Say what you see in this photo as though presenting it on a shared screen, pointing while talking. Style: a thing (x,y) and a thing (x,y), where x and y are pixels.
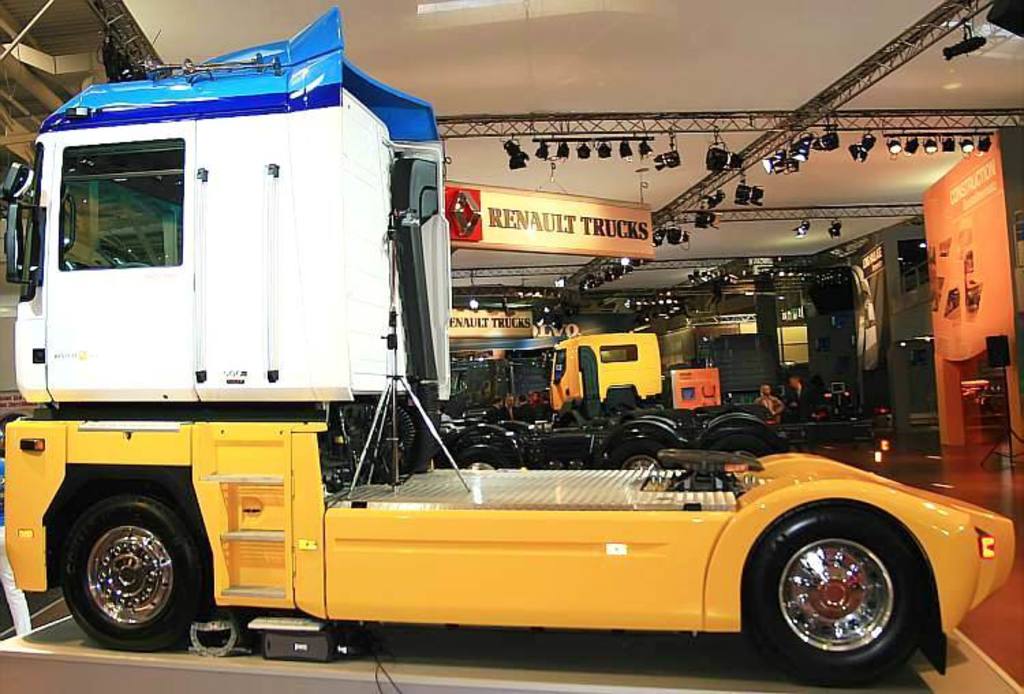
In this image, I can see the trucks (693,421) and two persons (776,405). There are focus lights (728,157) attached to the lighting trusses (683,120) and boards (533,228) hanging to the ceiling (564,53). On the right side of the image (966,306), I can see a board (981,335) and a speaker (1001,354) with stand (1008,455).
